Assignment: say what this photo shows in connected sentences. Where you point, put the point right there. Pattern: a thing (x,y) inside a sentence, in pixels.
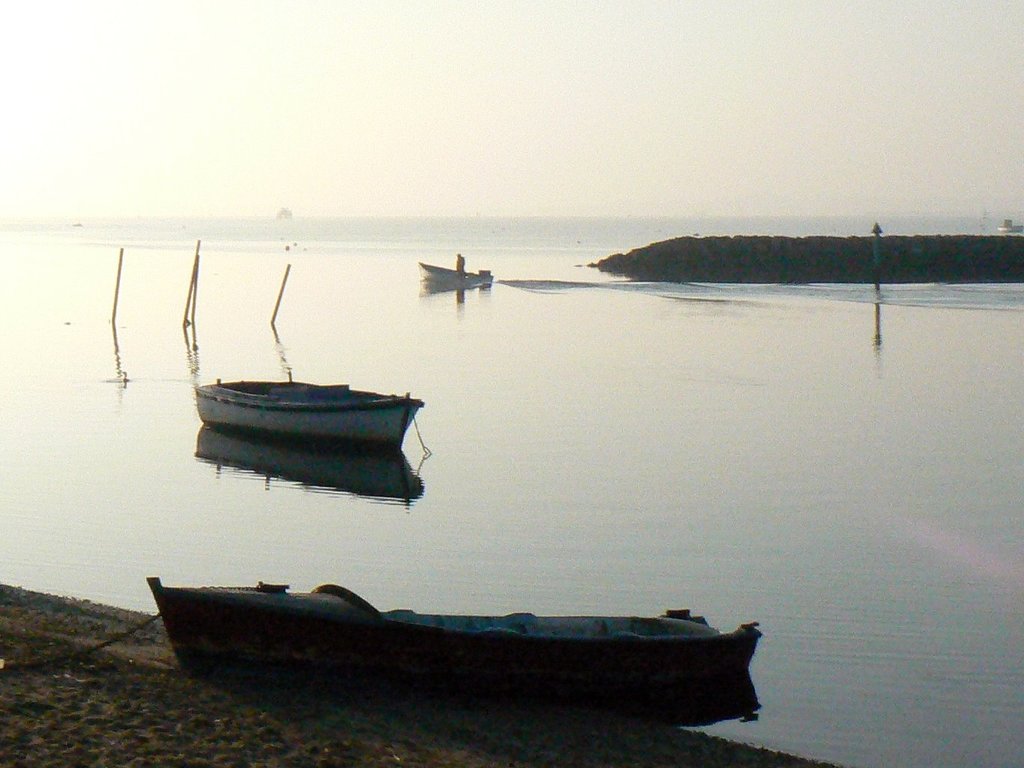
This picture is clicked outside the city. In the foreground (342,706) there is a boat (335,657) placed on the ground (128,715). In the center (423,400) we can see the bamboo (281,293) and the boats (291,420) in the water body (719,428). In the background (792,98) there is a sky (679,192) and some other objects (874,247).
